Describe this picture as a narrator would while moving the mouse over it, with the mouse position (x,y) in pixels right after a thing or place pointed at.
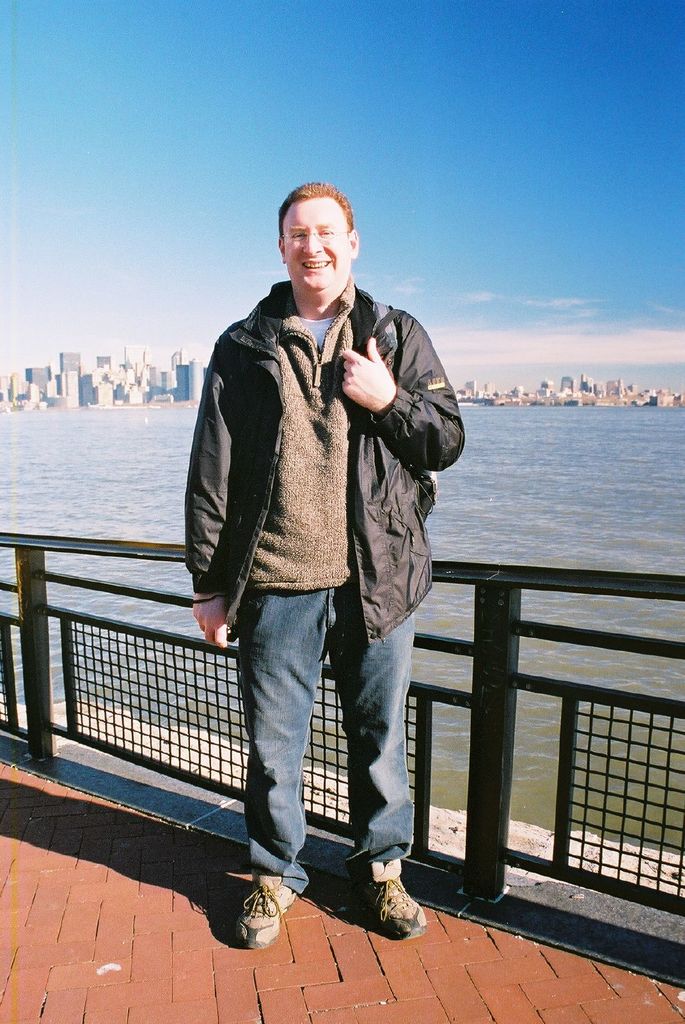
This is the man (313,435) standing and smiling. He wore a T-shirt (307,424), jerkin (255,458), trouser (282,768) and shoes (410,902). This is a kind of barricade (420,754). Here is the water (518,466) flowing. In the background (569,390), I can see the view of a city (538,392). Here is the sky (465,334).
